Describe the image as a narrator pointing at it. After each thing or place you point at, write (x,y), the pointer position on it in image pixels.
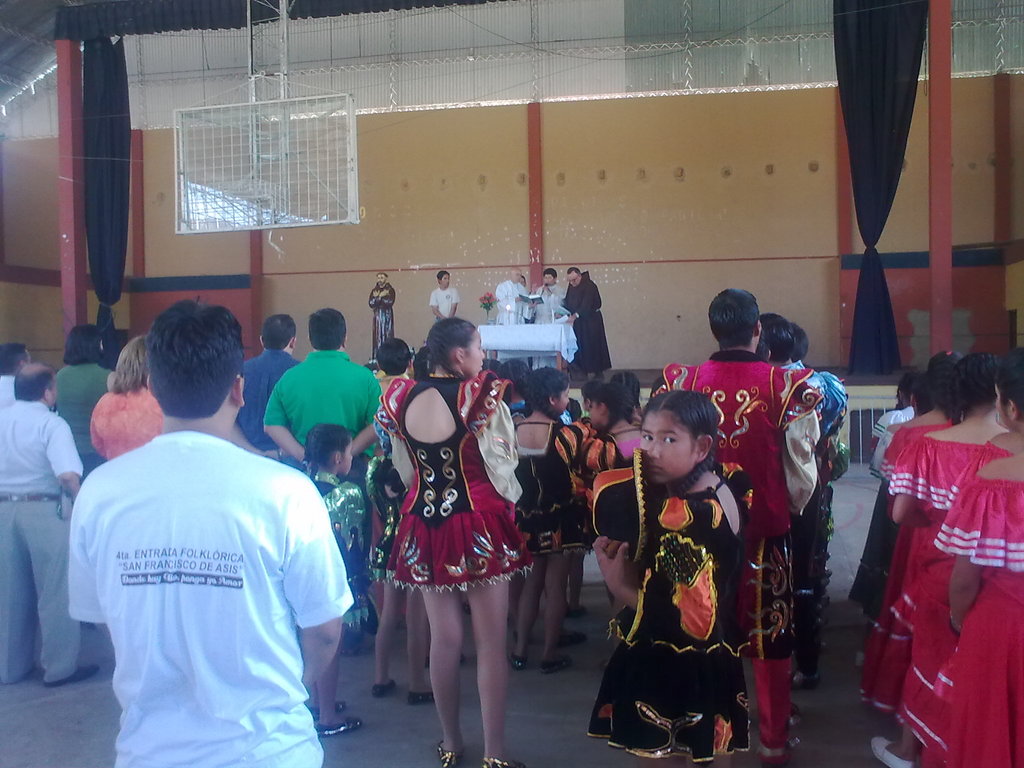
In the picture I can see a group of people (544,551) are standing on the floor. I can also see wall (473,288), a table (510,335) which has flowers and a white color cloth (505,341) covered on it.
